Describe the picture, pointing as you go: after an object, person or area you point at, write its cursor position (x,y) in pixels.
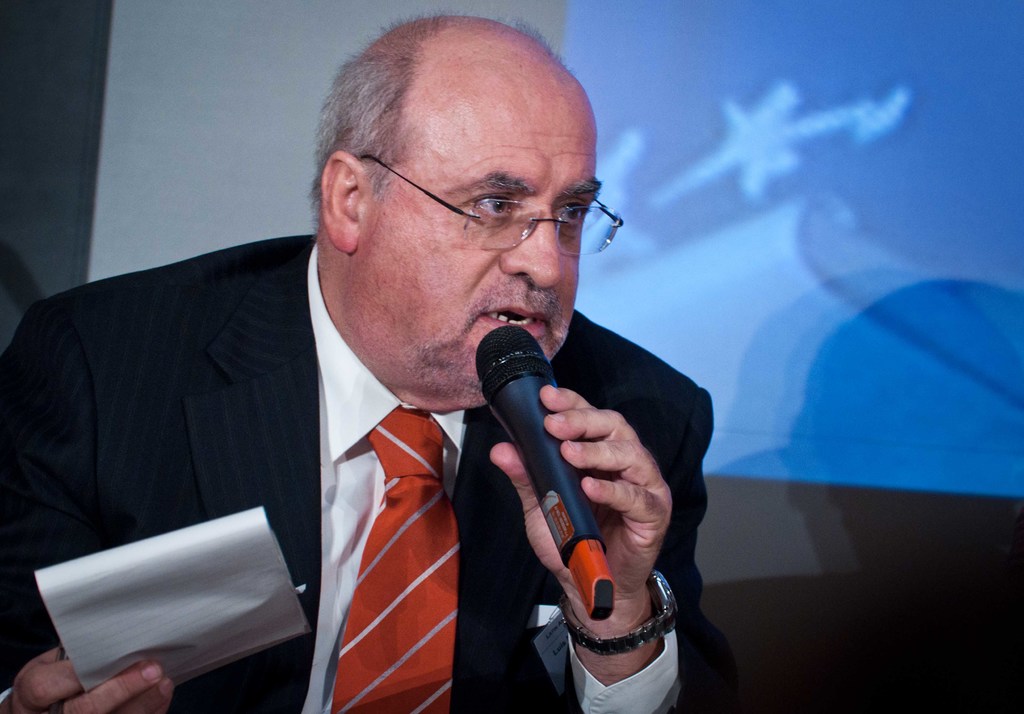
There is a person (33,364) holding a microphone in his hand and he is speaking. we can observe a screen (780,267) in the background (944,362).
